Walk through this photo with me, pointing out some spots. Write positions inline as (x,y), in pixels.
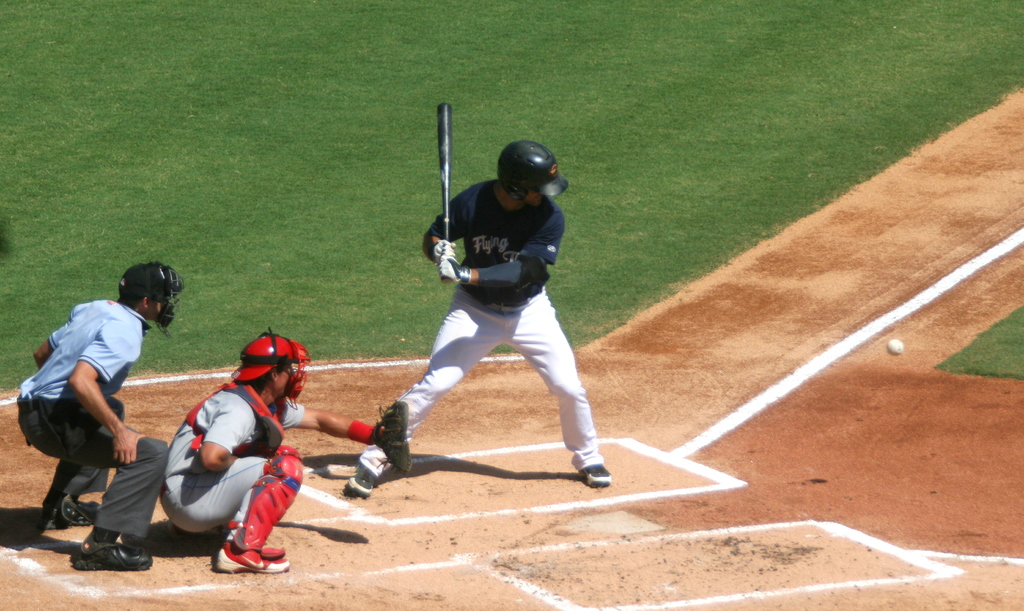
This image is taken in a baseball field (636,451). In this image we can see three persons (170,275). One of the person (466,239) is holding a baseball bat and standing on the ground (541,518). We can also see the ball (891,346).
